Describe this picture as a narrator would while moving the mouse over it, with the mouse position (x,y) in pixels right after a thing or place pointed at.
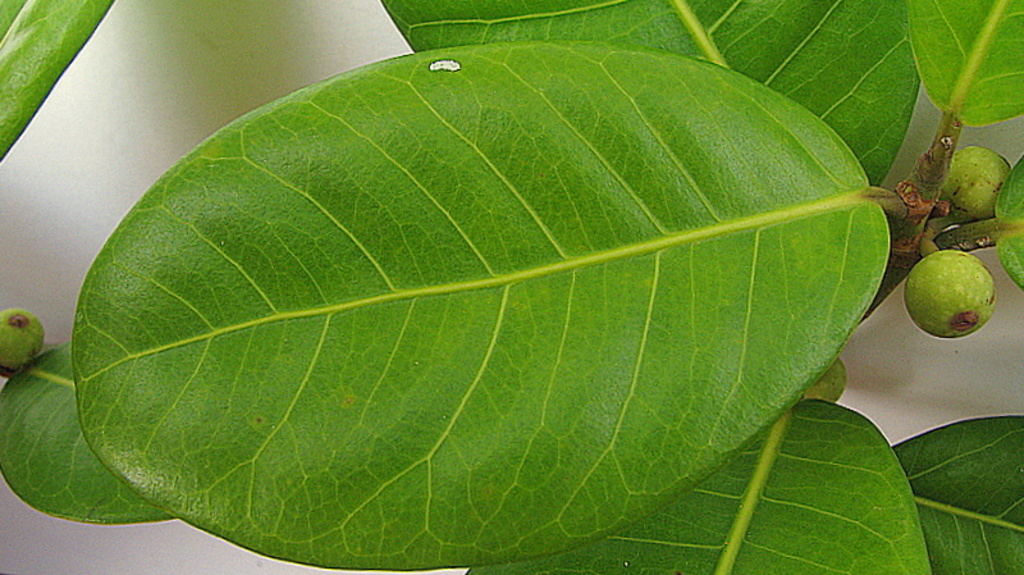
In this image I can see few leaves (614,311) and fruits (988,289) in green color.
